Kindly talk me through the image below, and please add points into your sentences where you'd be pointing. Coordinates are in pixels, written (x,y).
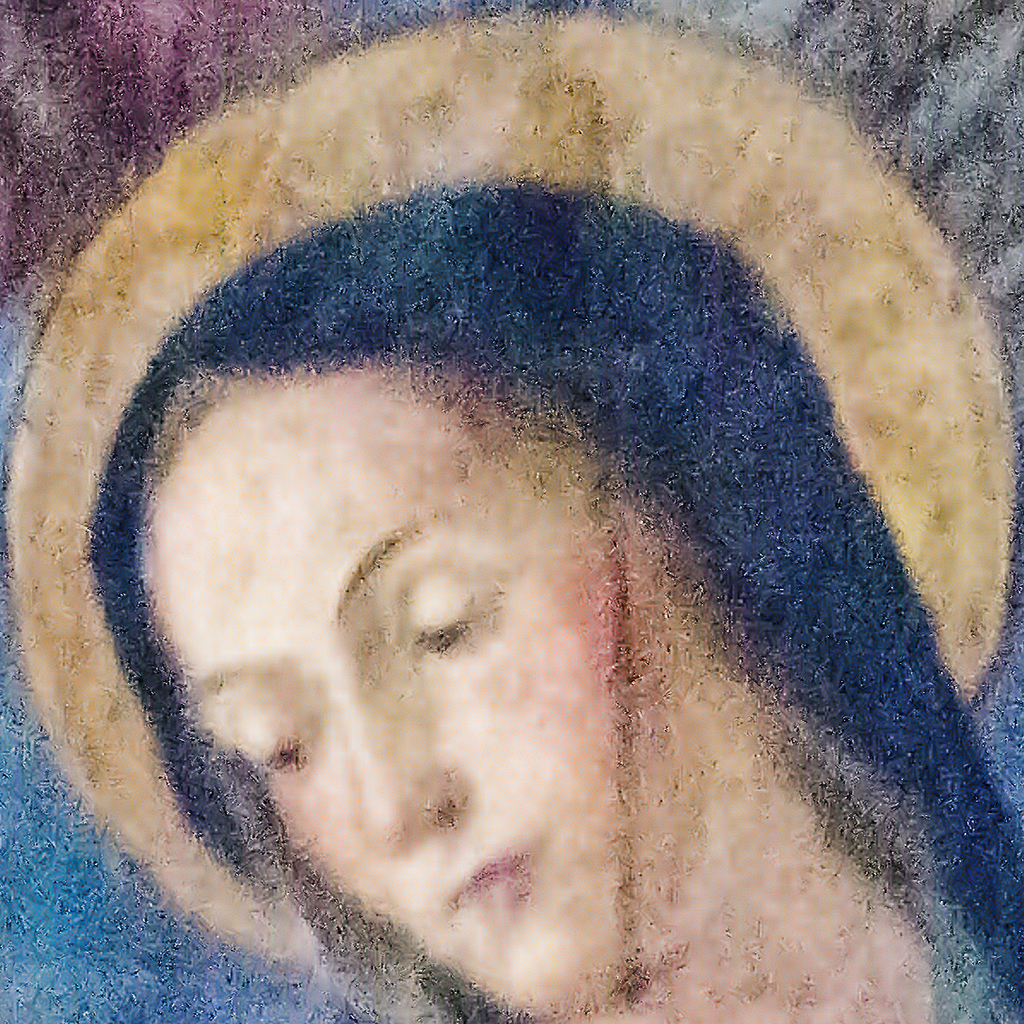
This is a painting. In this painting we can see there is a woman (792,531). In the background (956,656), there is a halo (112,275).
